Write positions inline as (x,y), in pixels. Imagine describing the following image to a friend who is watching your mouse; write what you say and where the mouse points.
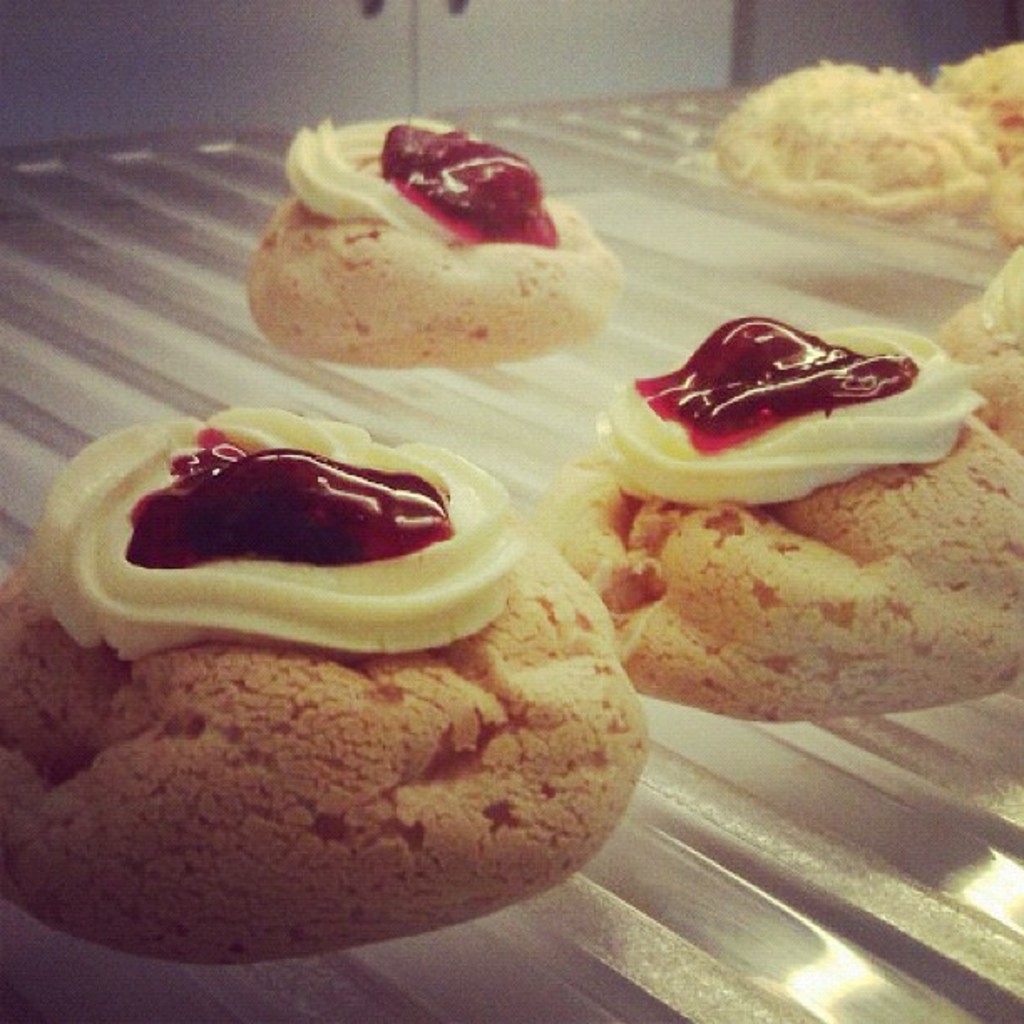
In this picture there are donuts (504,695) in the center of the image (634,398).
